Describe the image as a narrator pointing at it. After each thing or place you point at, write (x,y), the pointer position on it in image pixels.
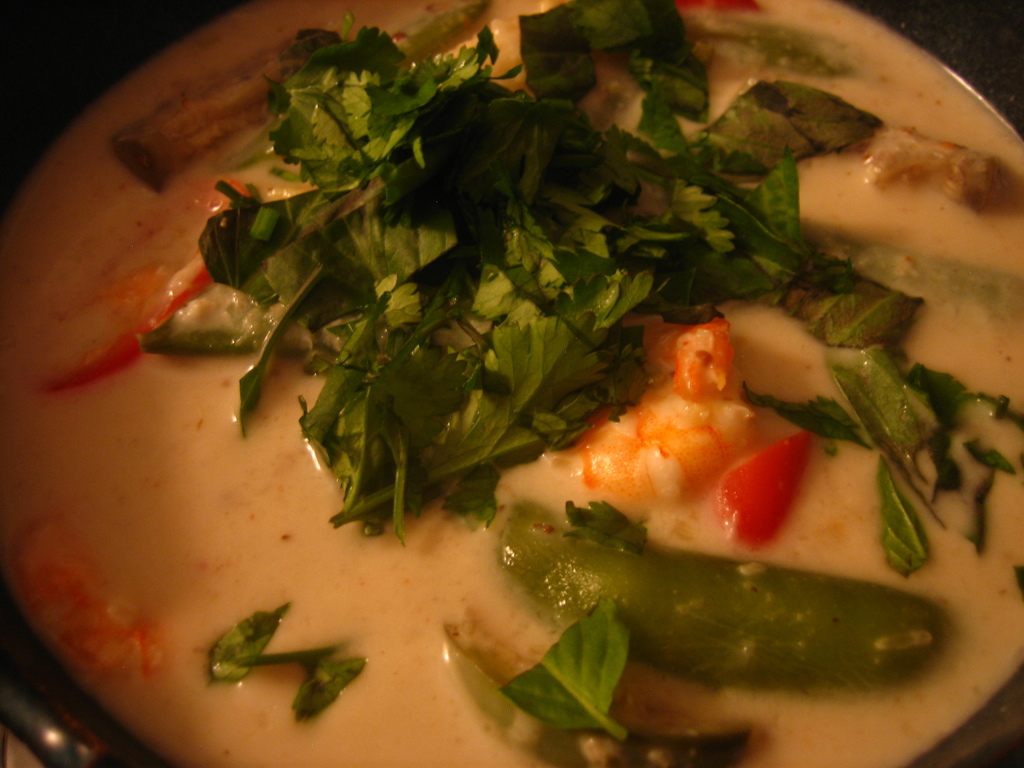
In this image, we can see some food (595,381) in a container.
